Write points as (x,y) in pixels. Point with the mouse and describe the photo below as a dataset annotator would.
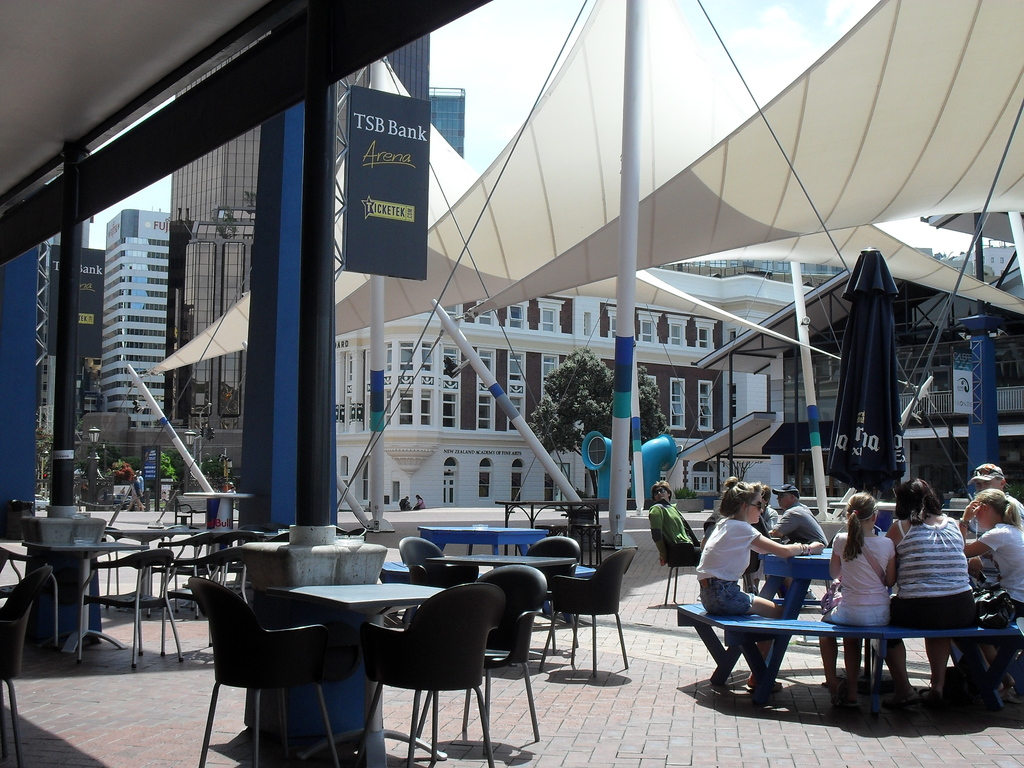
In this picture we can see the outside view of a city (250,748). Here we can see some persons (914,592) sitting on the chair (829,633). And this is the pole (624,373). And on the background (177,376) we can see some buildings (441,409). This is the tree (583,418).
